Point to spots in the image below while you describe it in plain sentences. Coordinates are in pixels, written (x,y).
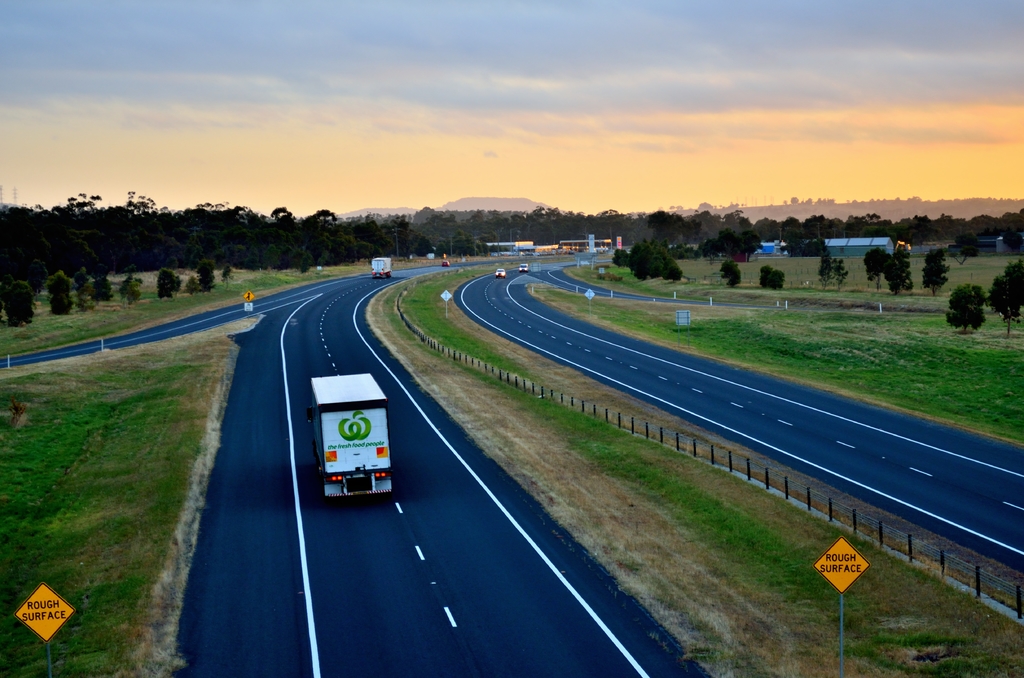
This picture is clicked outside the city. In this picture, we see vehicles (349,392) moving on the road (298,392). On either side of the picture, we see yellow color boards (847,547) with some text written on it. There are trees (897,273) and buildings (983,239) in the background (982,226). We even see the hills (966,205). At the top of the picture (462,140), we see the sky (296,162).
